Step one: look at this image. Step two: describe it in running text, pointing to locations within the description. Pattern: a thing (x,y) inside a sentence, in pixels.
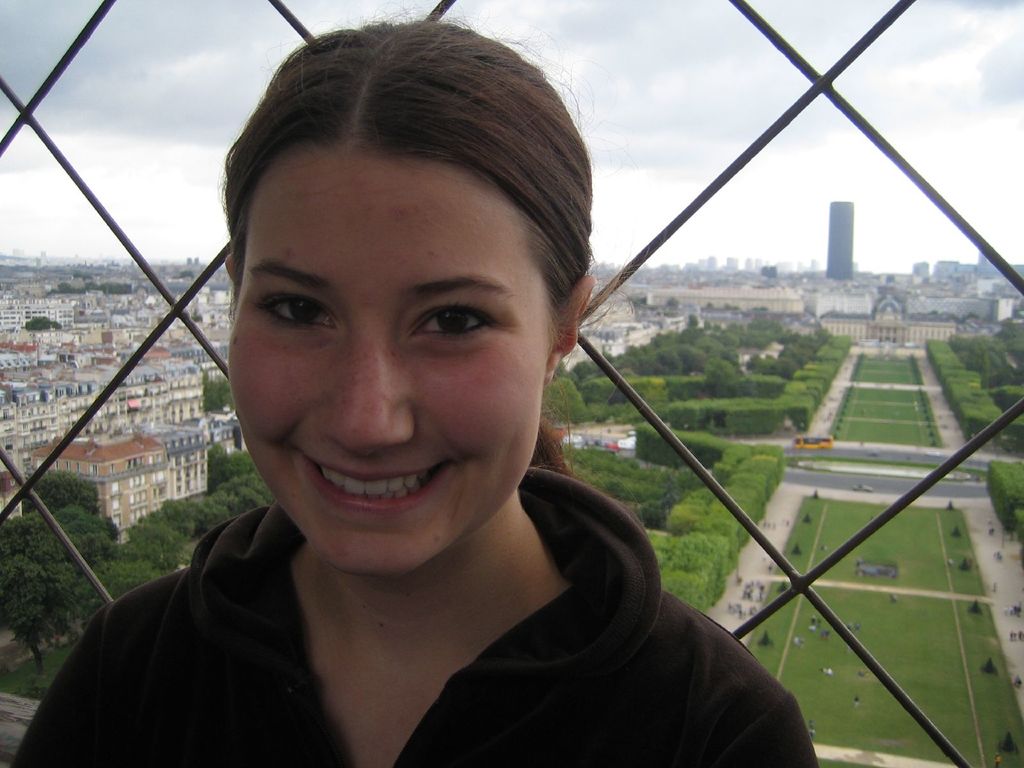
In this picture we can see a woman (301,564) in the front (382,565), there are grills (801,580) here, in the background (836,306) we can see some buildings (50,338), trees (747,404), grass (876,514), there is sky (664,86) at the top of the picture (719,78), we can see a bus (806,444) here.
